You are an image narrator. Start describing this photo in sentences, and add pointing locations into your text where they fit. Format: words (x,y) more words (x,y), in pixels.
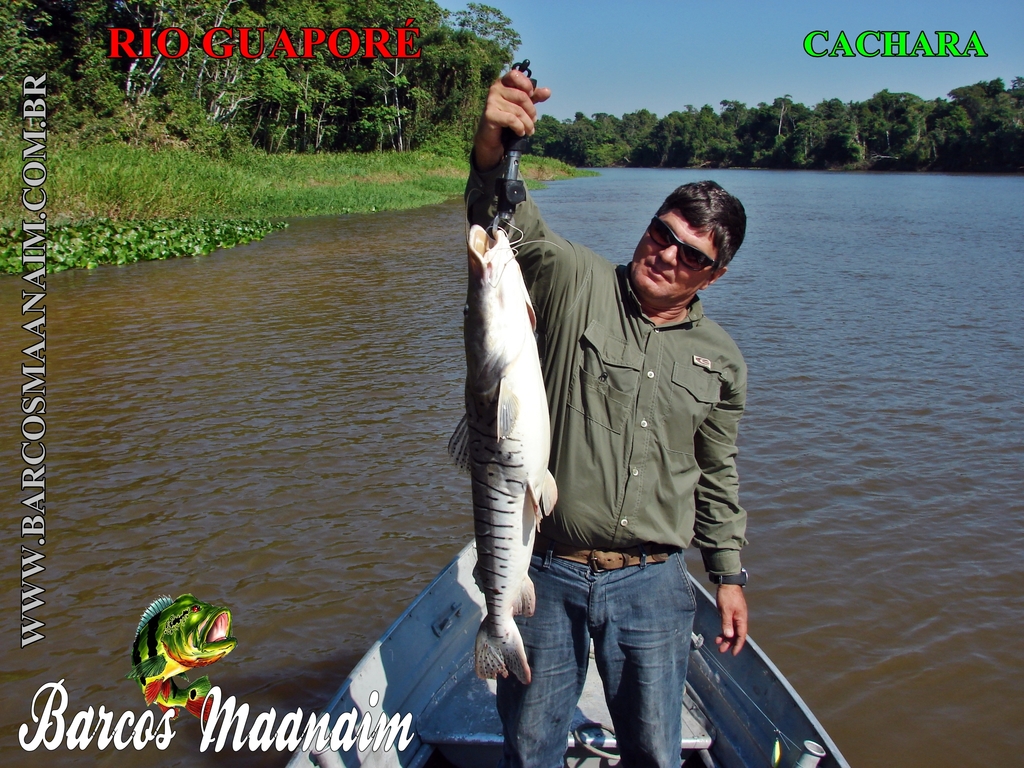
In this picture there is a man (741,232) standing on the boat (432,627) and holding the fish (523,470). At the back (432,196) there are trees (757,119) and there are plants (258,226). At the top (612,78) there is sky (751,60). At the bottom (978,584) there is water (935,537). At the top left (323,55) and right there is text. On the left side of the image (165,699) there is text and there is a picture (153,640) of a fish (169,661).
